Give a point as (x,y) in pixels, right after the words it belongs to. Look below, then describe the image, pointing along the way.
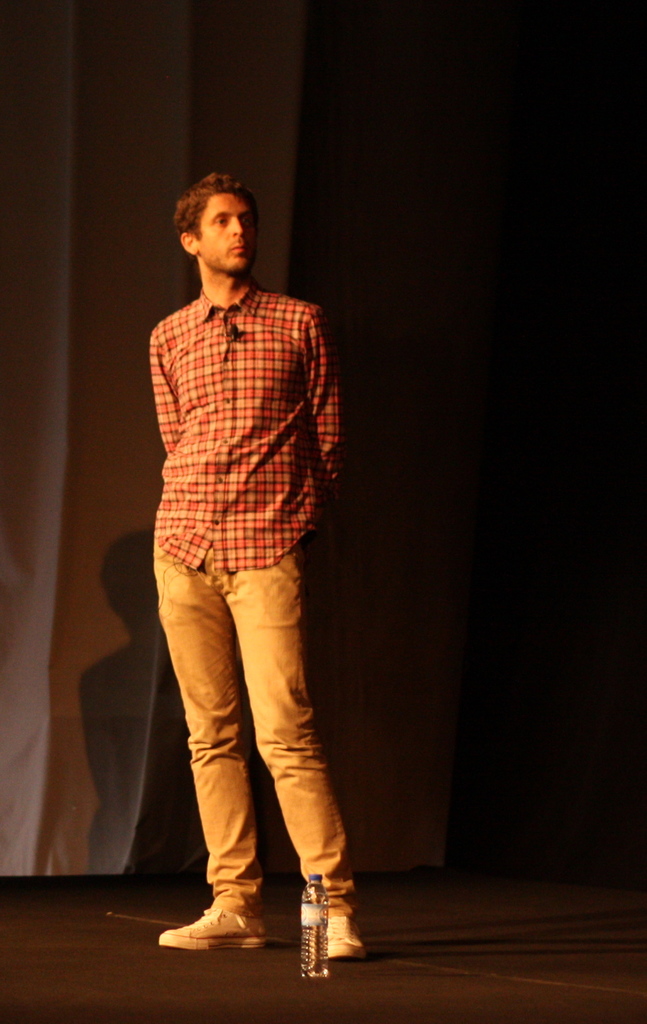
As we can see in the image in the front (281,590) there is a person (233,568) wearing orange color shirt (274,454) and bottle (314,934). On the left side (132,504) there is a curtain (109,392). The image is little dark.
